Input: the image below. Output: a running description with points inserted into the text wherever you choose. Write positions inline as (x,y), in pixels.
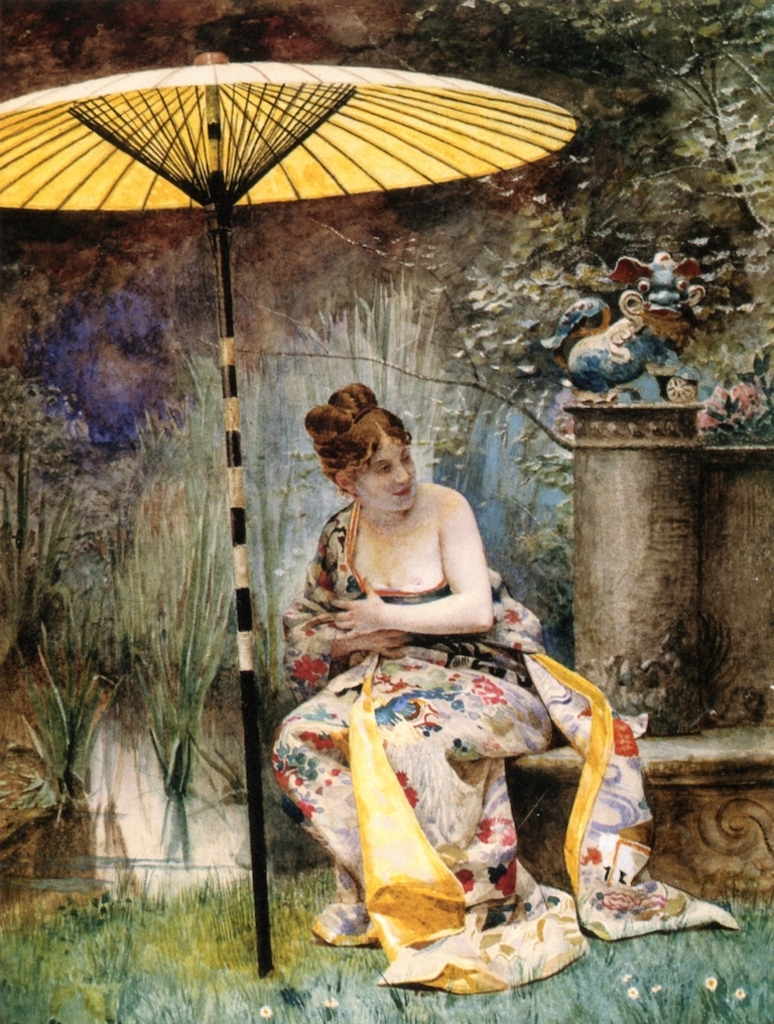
This is a painting in this image in the center (358,524) there is one woman (361,664) who is sitting, and beside her there is one umbrella (211,226) and also we could see some plants (524,320), grass (86,965) and some toys (608,344).
